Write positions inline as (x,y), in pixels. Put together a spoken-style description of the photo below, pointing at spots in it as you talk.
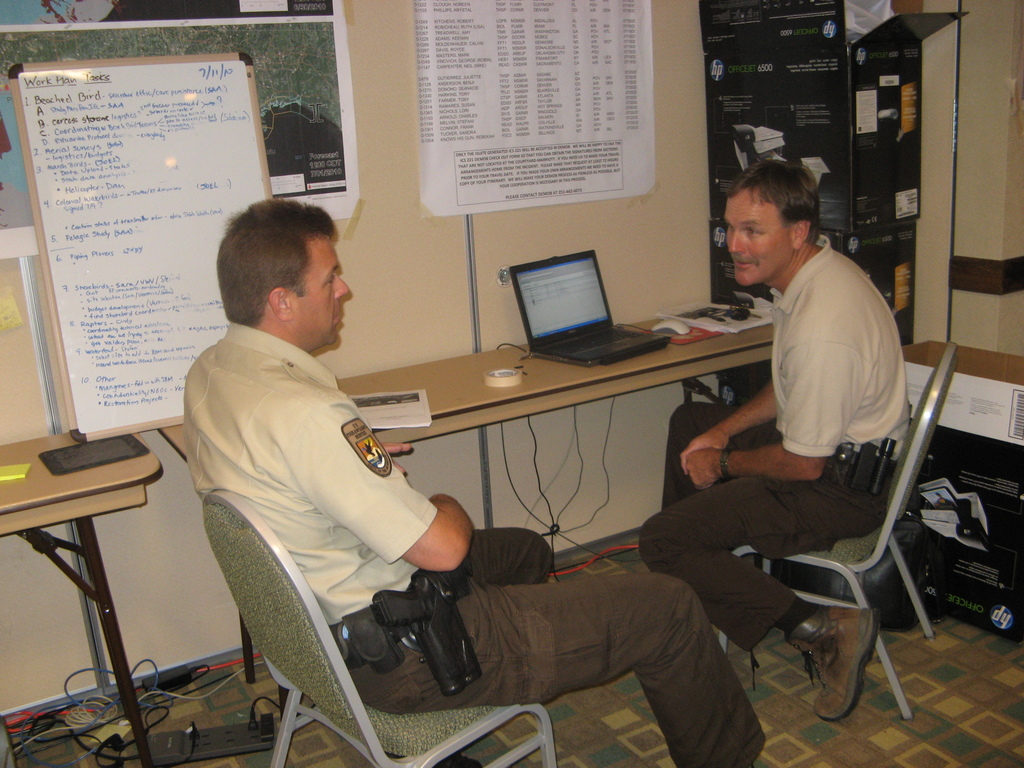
In this picture we can see two persons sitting on the chairs (451,719). This is table (469,416). On the table (454,377) there is a book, laptop (544,357), mouse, and papers (685,317). On the background (398,228) there is a wall (374,182). And these are the posters (346,174). This is board (164,274). Here we can see cables (76,737). And this is floor (984,730).
